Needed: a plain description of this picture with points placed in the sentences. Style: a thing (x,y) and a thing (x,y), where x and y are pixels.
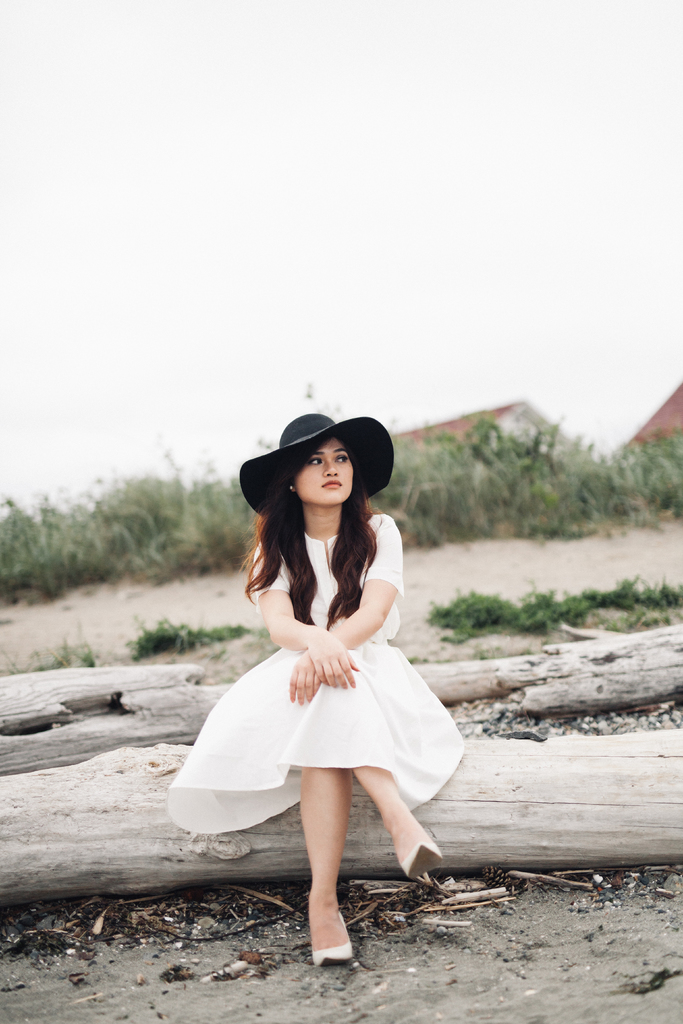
In this picture I can see a woman (317,768) seated on the tree bark (15,782) and I can see couple of tree barks (96,695) on the side and I can see plants (419,460) and couple of houses (461,430) and a cloudy sky (325,204).
